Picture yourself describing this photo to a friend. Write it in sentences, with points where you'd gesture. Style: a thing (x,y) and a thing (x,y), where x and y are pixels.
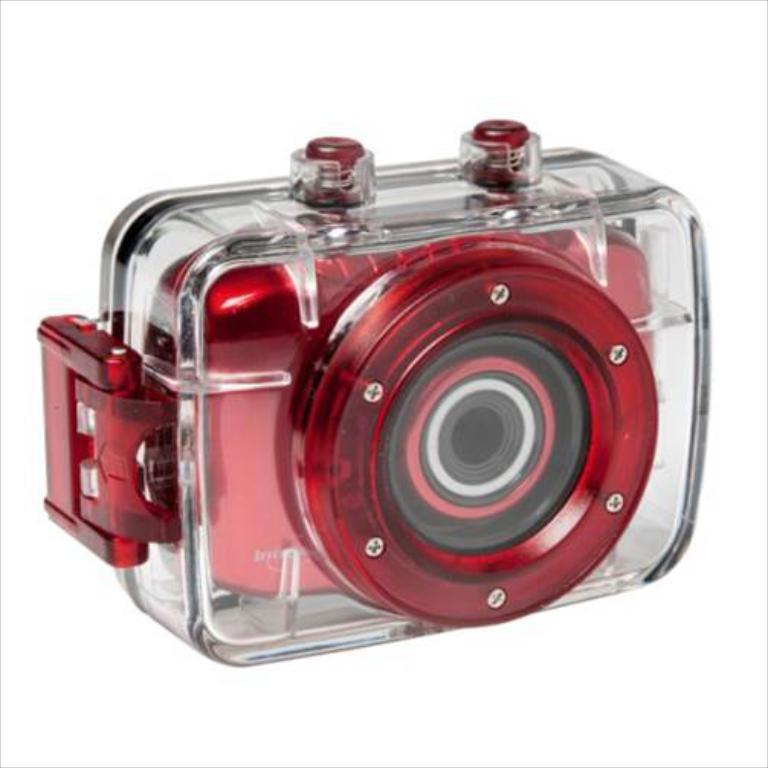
In this picture I can see the camera (627,420). In the front (518,408) I can see the lens (582,410). In the back (340,713) I can see the brightness (407,703).
